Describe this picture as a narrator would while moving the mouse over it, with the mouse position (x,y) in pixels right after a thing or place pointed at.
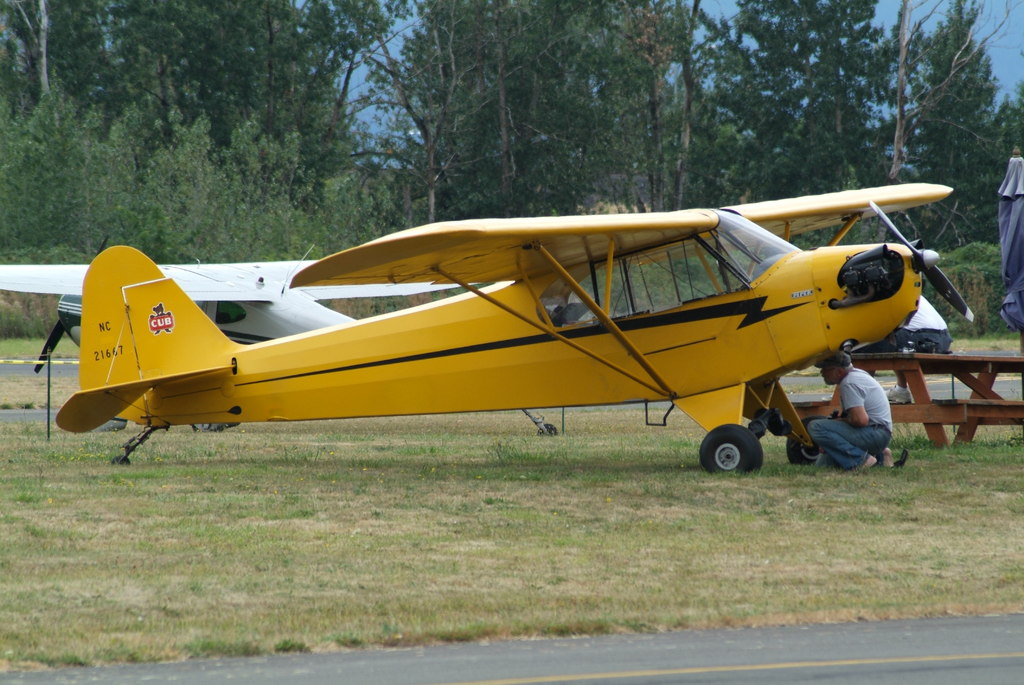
In this image we can see a yellow color plane (524,396). In the background (847,104) we can see trees (429,124).
